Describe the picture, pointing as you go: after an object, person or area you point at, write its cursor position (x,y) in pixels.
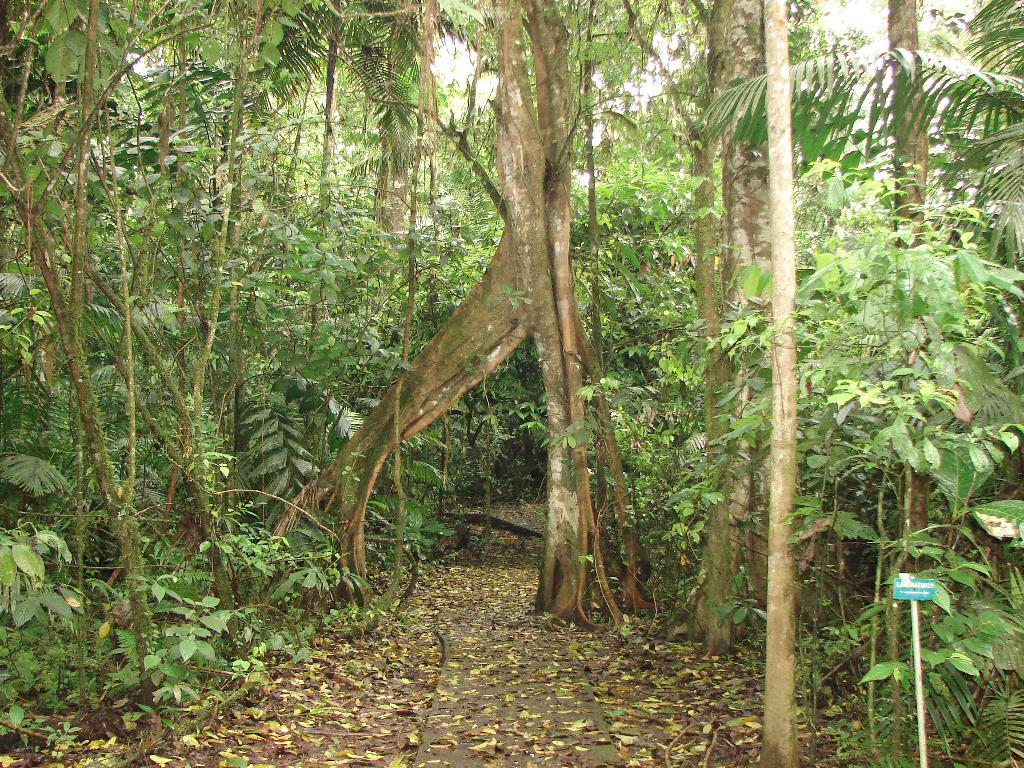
In this I can see there are green trees (666,304), at the bottom (710,723) there are leaves (543,665).
